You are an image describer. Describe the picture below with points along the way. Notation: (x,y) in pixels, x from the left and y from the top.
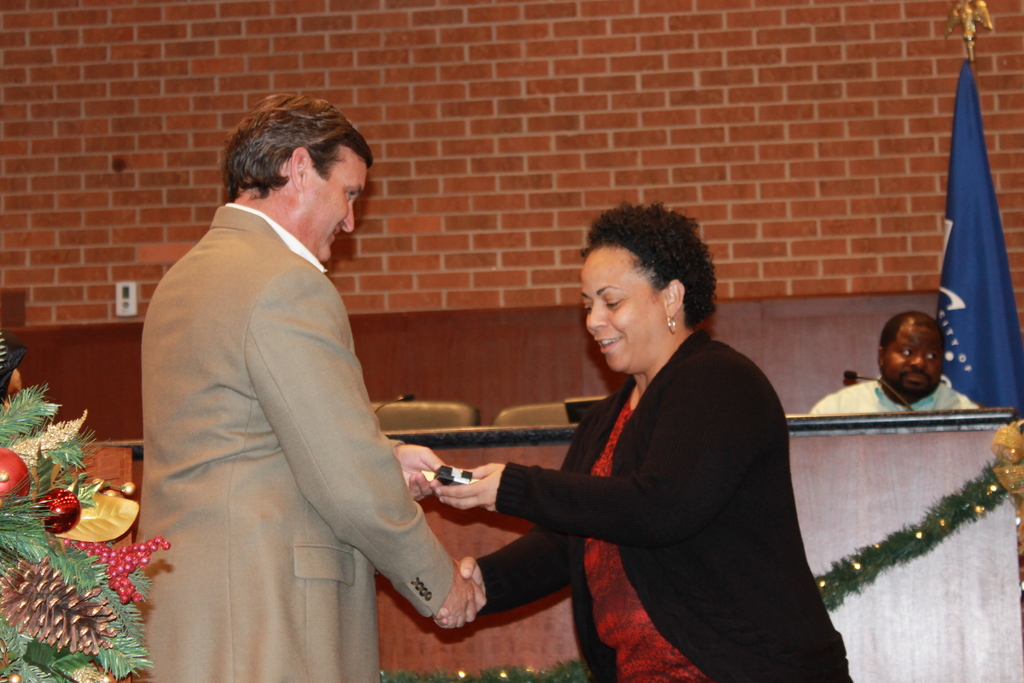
In this image on the left (246,309), there is a man (288,385), he wears a suit (288,385), shirt (296,240). On the right (688,512) there is a woman (677,457), she wears a dress (663,455), she is smiling. In the background (920,382) there is a man (911,401), flag (962,386), table (547,461), plant (27,414), decorations (970,511), chairs (466,409).
